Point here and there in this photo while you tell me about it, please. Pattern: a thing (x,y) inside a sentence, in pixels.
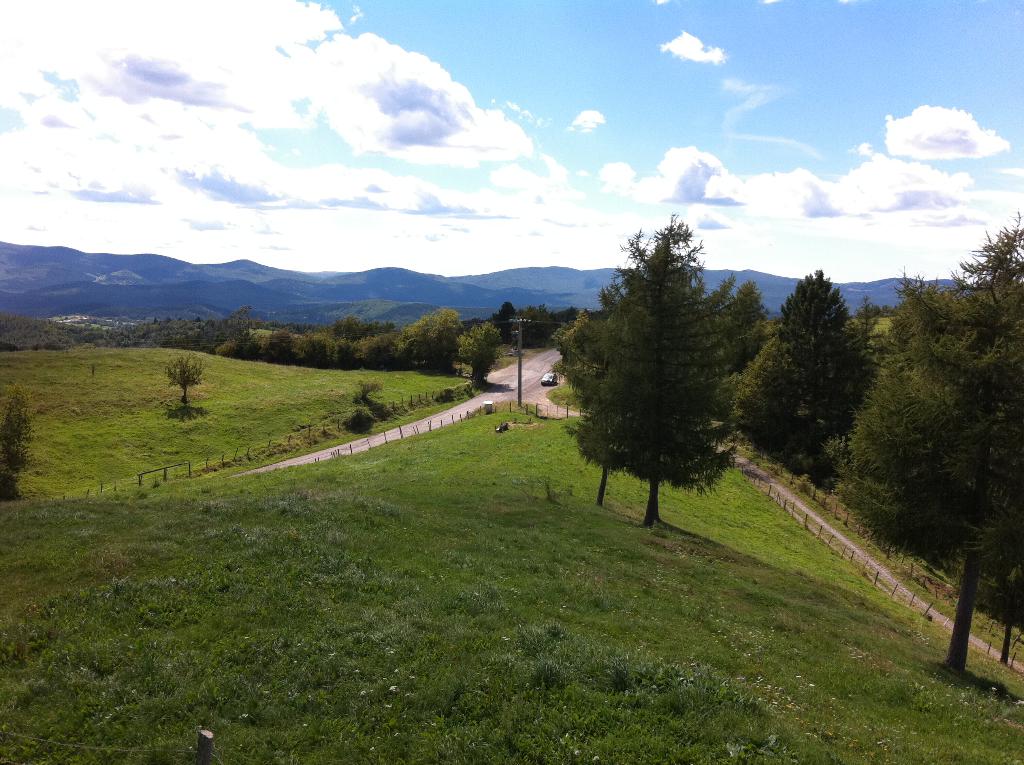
In the center of the image (494,372) there is a road (393,439). There is a car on the road (544,365). At the bottom of the image (357,592) there is grass (467,634). There are many trees (594,410). In the background of the image (528,270) there are mountains (159,292).
